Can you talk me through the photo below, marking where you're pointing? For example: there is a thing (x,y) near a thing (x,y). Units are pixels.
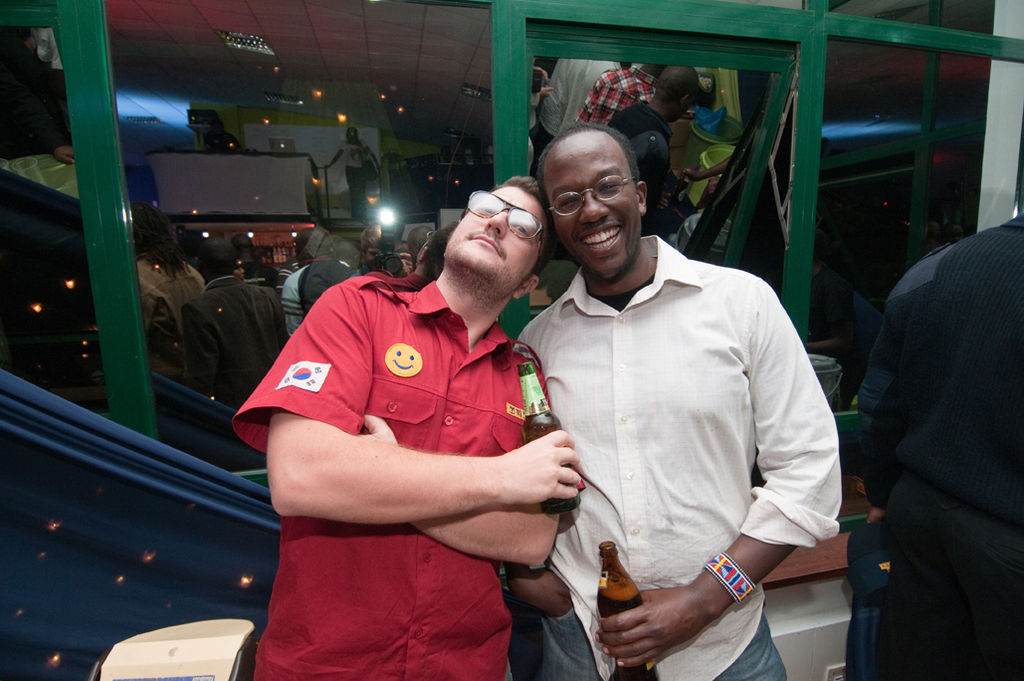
In this picture we can see two persons (606,132) standing in the center (602,431). They are holding a beer bottle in their hand (692,621) and they are smiling. Here we can see another person (1023,672) who is standing on the right side (1017,252).
